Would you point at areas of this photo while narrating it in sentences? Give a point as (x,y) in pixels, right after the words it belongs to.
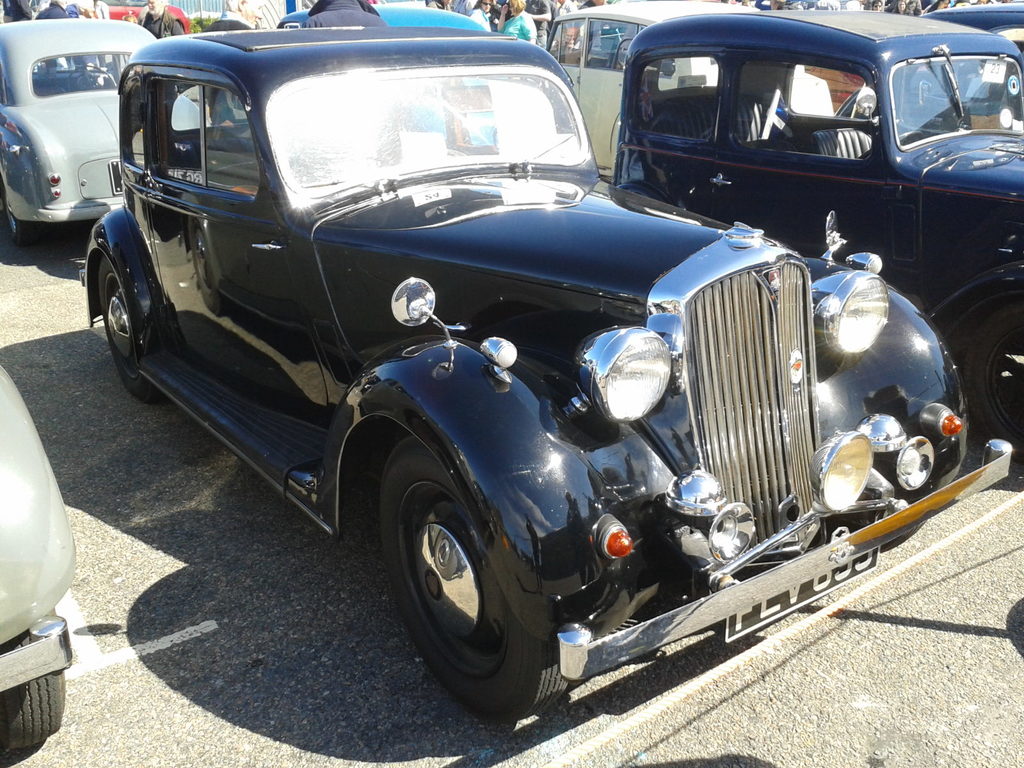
In this picture there are vehicles (558,254) on the road (12,269). At the back (249,21) there are group of people (166,24) and there is a plant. In the foreground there are lines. At the bottom (237,571) there is a road (191,541).
